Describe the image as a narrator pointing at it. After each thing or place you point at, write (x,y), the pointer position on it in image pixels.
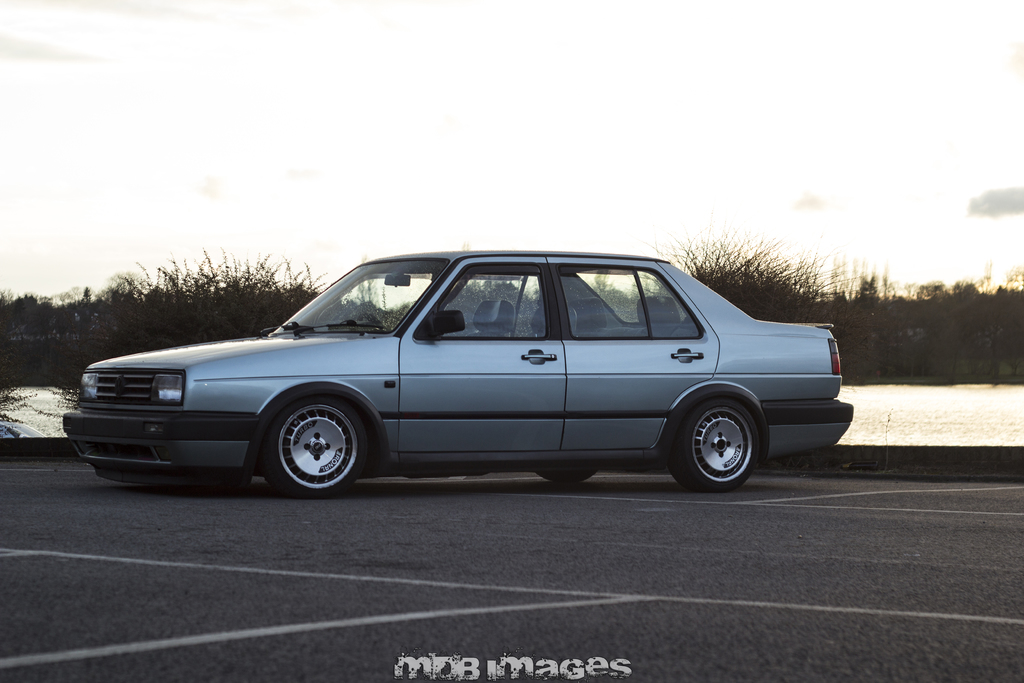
In this picture I can observe a car (466,396) on the road (457,552) in the middle of the picture (399,348). In the background (221,320) I can observe plants (960,295) and sky (536,154).
